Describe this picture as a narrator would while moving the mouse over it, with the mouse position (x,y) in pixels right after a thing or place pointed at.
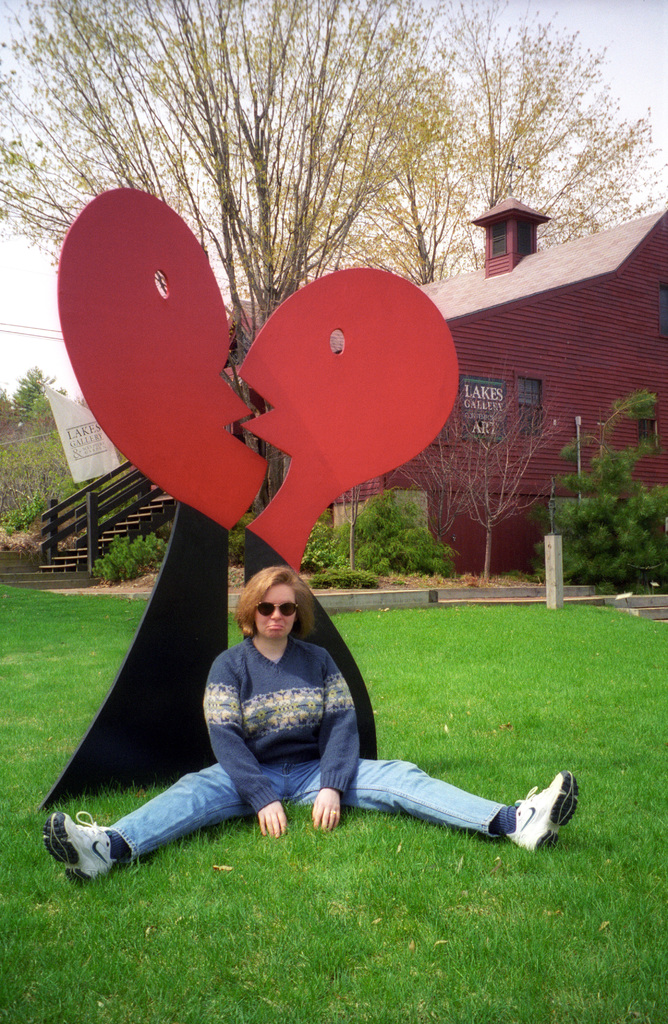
Here I can see a woman (284,702) is sitting on the ground (314,876). This is looking like a garden (416,685), I can see the grass (335,962) on the ground (215,987). At the back of this woman (282,675) there is a board (180,507) which is given a broken heart shape (351,407) and it is painted with red and black colors. In the background (591,381), I can see a building (548,451) and trees (626,513). At the top (624,44) I can see the sky (628,28).
